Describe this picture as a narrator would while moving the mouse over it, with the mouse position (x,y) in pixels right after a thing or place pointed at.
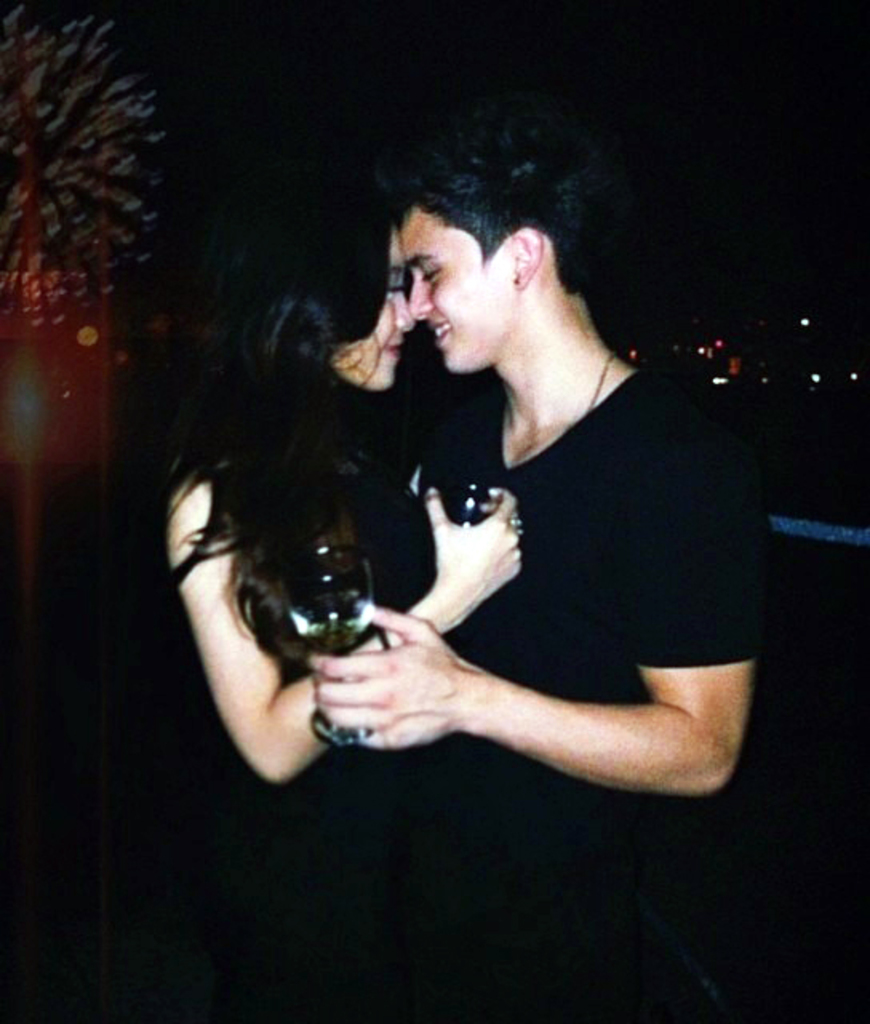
In this picture there are couple (443,466) standing in black dress (601,502), they are holding glasses (338,611). In the background (705,349) there are lights (723,380) and it is dark.
